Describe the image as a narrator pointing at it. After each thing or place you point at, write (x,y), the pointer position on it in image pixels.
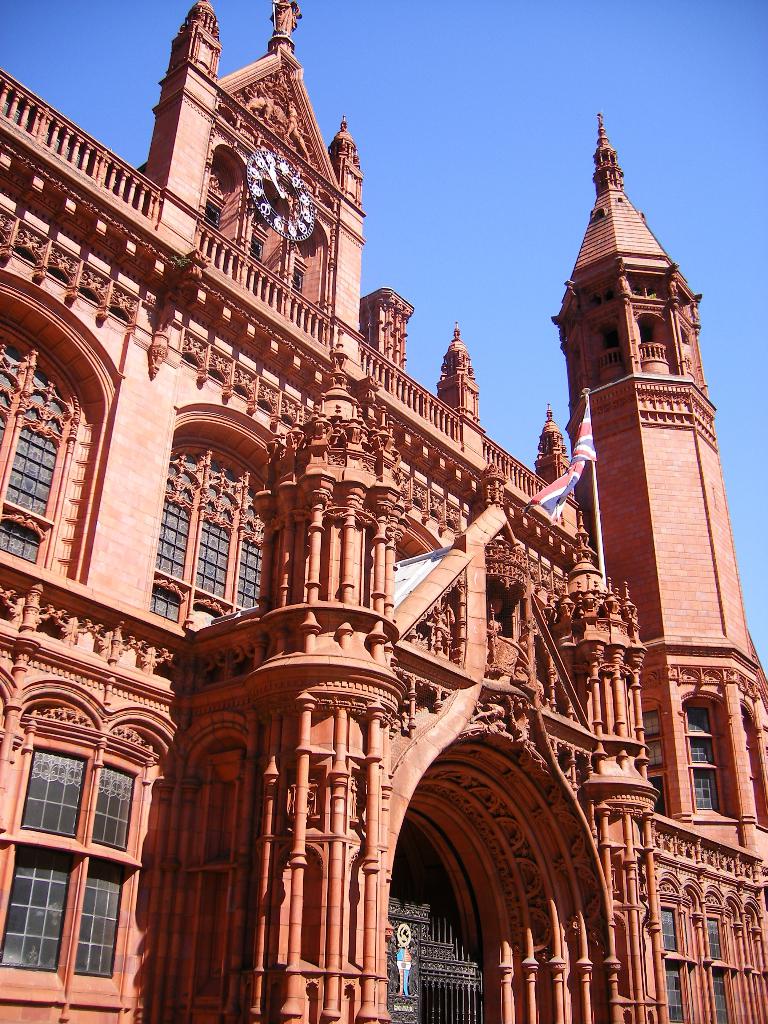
In this image we can see a building (383,748), on the building (417,599) we can see a clock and a flag (571,479), there are some windows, in the background (432,271), we can see the sky (403,251).
